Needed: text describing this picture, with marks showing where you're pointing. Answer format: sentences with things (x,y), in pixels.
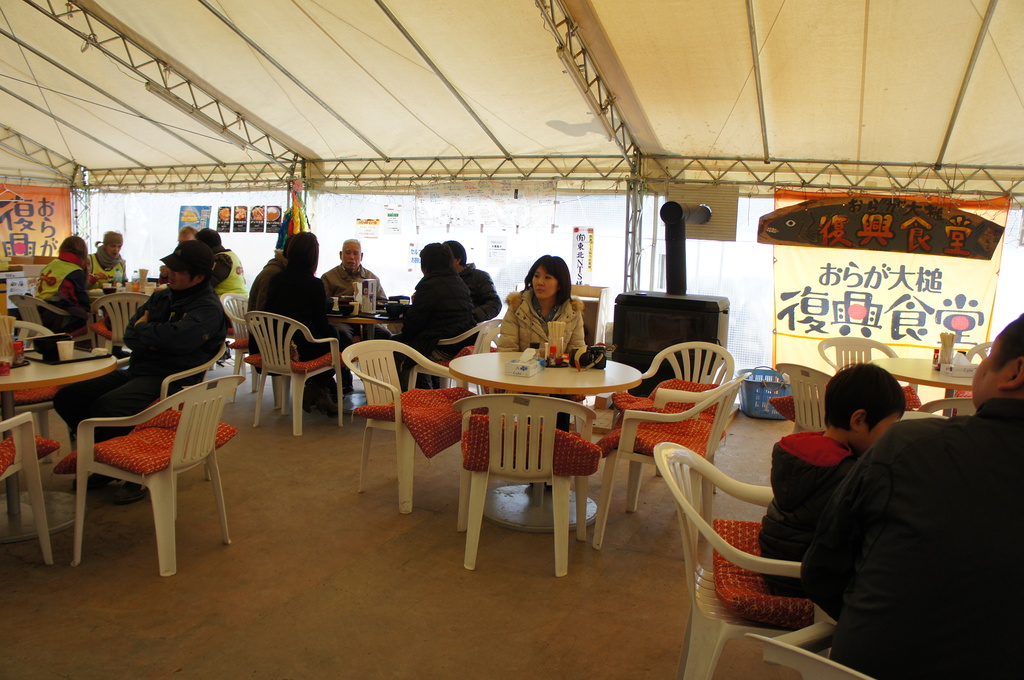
In this picture we can see group of people (159,312) sitting on chair (658,411) and in front of them there is table (573,380) and on table (547,380) we can see some bags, cups (68,343), tray (82,356), bottles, tissue papers (958,373) and in background (779,357) we can see steel rods (142,165), banners (430,216), posters (237,217).
